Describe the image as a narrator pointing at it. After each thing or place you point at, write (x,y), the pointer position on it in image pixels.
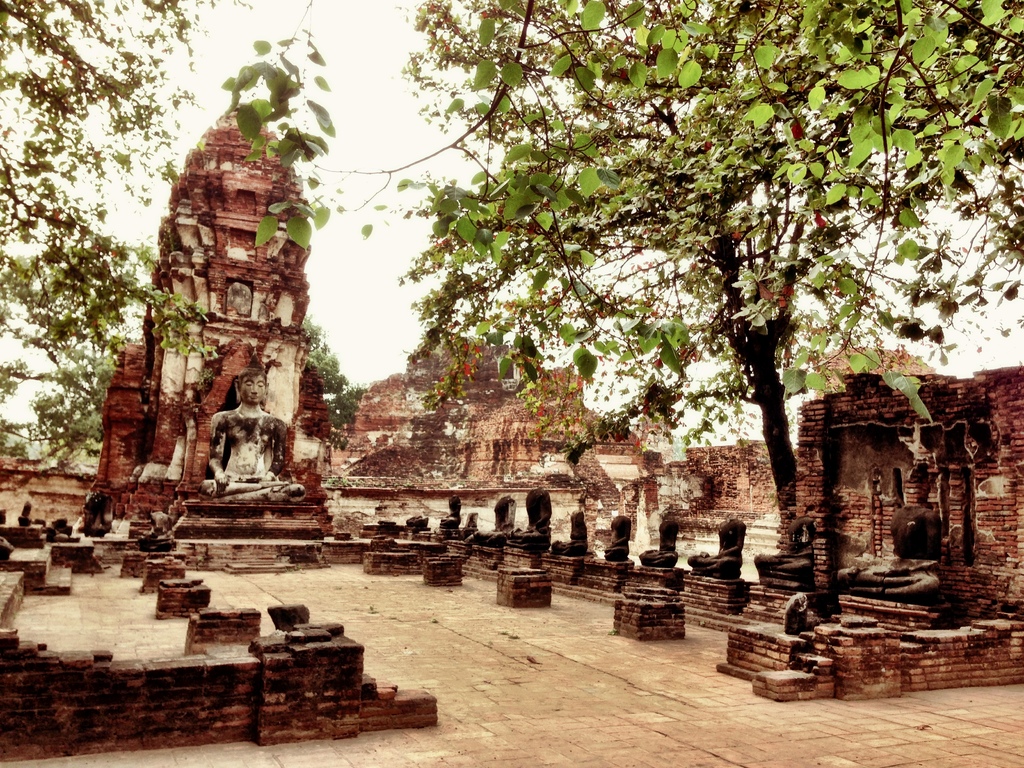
This picture is taken from the outside of the city. In this image, on the right side (850,287), we can see a tree (840,338), brick wall (829,457) and some sculptures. On the left side (25,690), we can see some bricks (52,688), sculptures (28,509), trees (61,75). In the middle of the image (595,506), we can see some sculptures (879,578), bricks (509,575), statue (247,429). In the background (292,462), we can see a tower (268,276), rocks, trees (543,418). At the top (395,20), we can see a sky (358,25), at the bottom (562,630), we can see a floor (575,689).
